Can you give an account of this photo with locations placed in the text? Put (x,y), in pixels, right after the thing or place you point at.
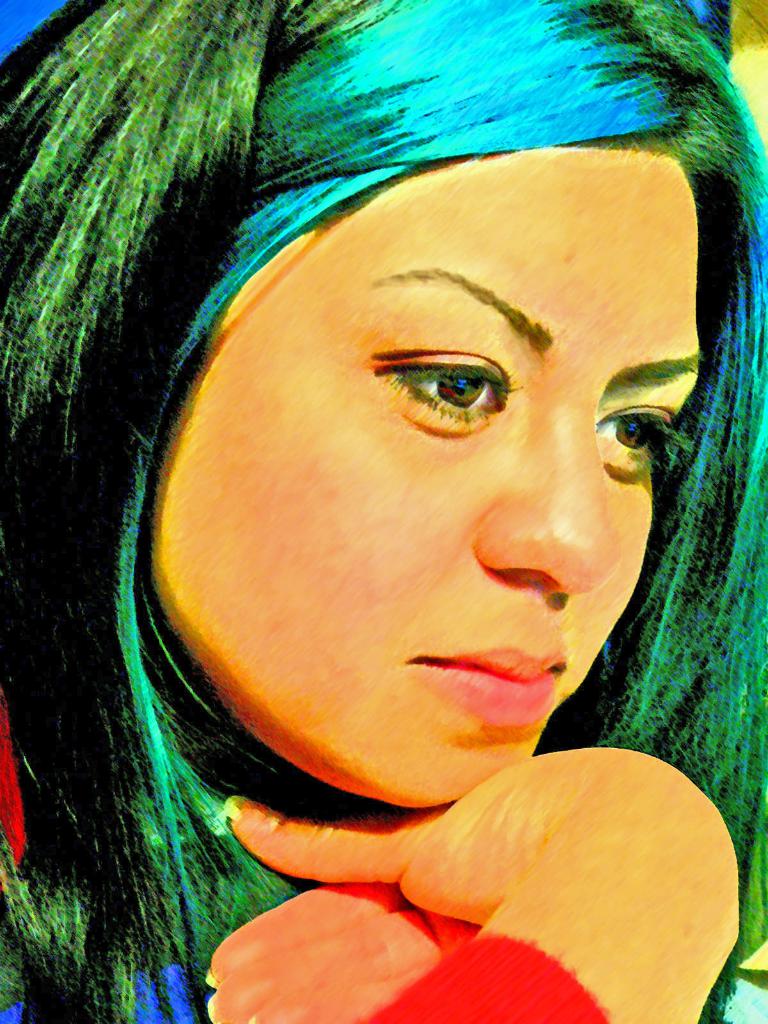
In this image, we can see a painting (645,693) of a woman (631,868).
